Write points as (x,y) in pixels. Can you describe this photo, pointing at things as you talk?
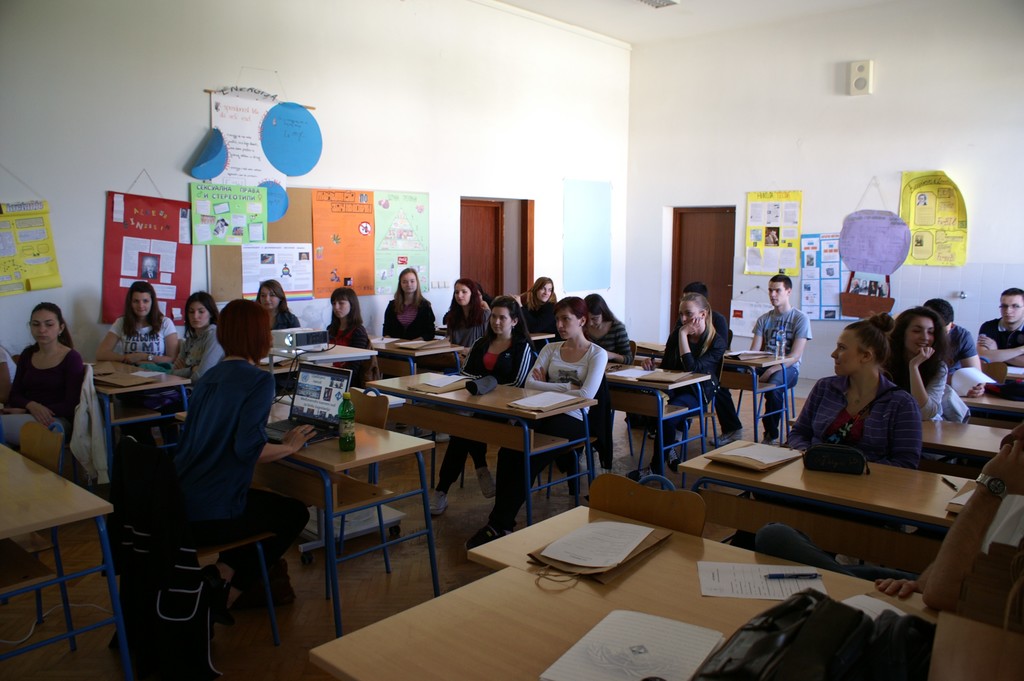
Here we can see group of people (877,414) sitting on chairs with table (657,389) in front of them and here is a lady (292,436) sitting with a laptop (307,413) and a bottle (348,411) in front of her and on the walls (304,300) we can see charts (781,220) pasted and beside them we can see a door (725,252).
